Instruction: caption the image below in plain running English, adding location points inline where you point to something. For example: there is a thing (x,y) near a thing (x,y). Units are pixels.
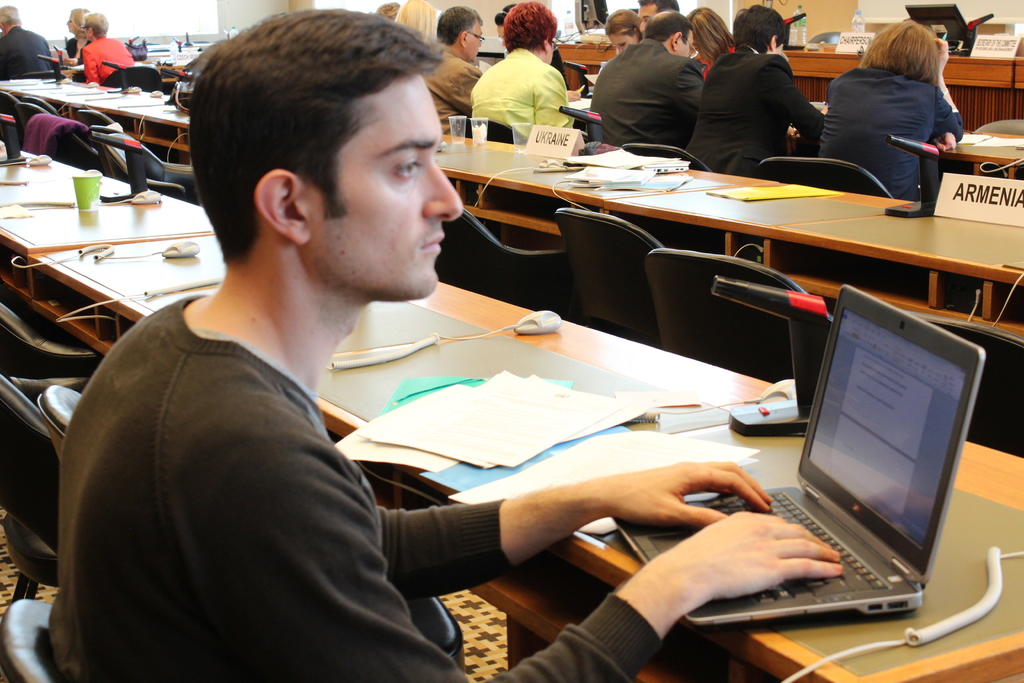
In this picture we can see some people (709,148) are sitting on chairs (804,162) in front of tables (552,606), there is a laptop (919,594) in the front (916,581), we can see some papers (620,458), wires (388,359), name boards (944,184) and glasses (483,127) on these tables (784,222).
